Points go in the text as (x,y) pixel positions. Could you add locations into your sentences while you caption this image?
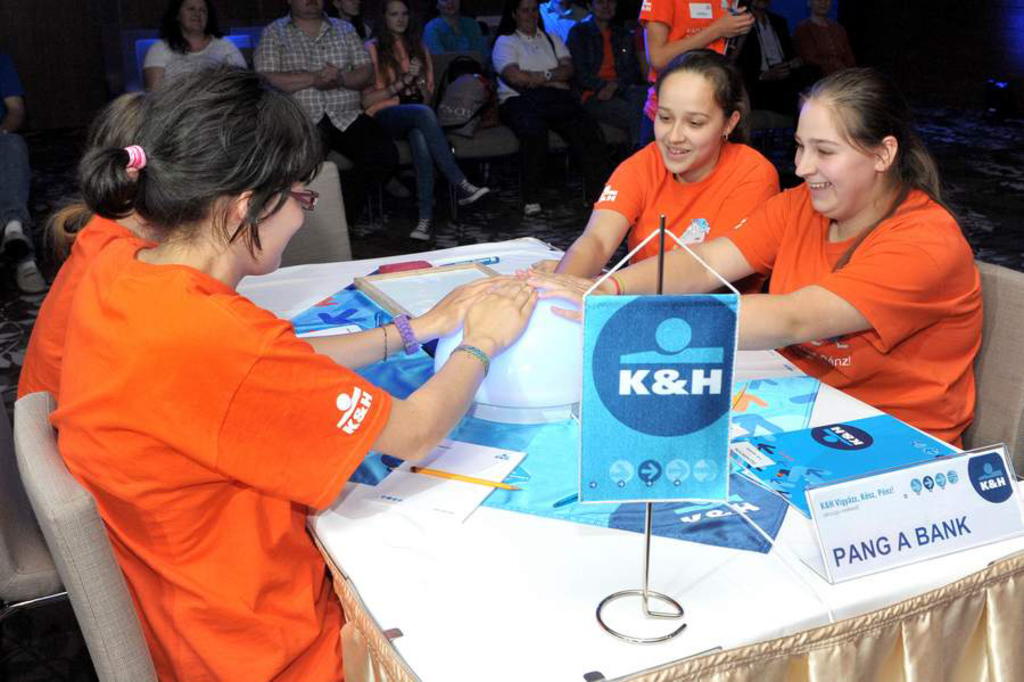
This picture is clicked inside a room (483,14). In the middle of the picture (486,450), we see a table (467,579) on which board (732,429) in blue color and book (842,462), pencil (507,486) and bowl (544,347) in white color are placed on it. There are four women (236,298) in orange T-shirt (254,503) are playing with that bowl (537,332). Behind them, we see many people (606,95) sitting on chair (406,152).
